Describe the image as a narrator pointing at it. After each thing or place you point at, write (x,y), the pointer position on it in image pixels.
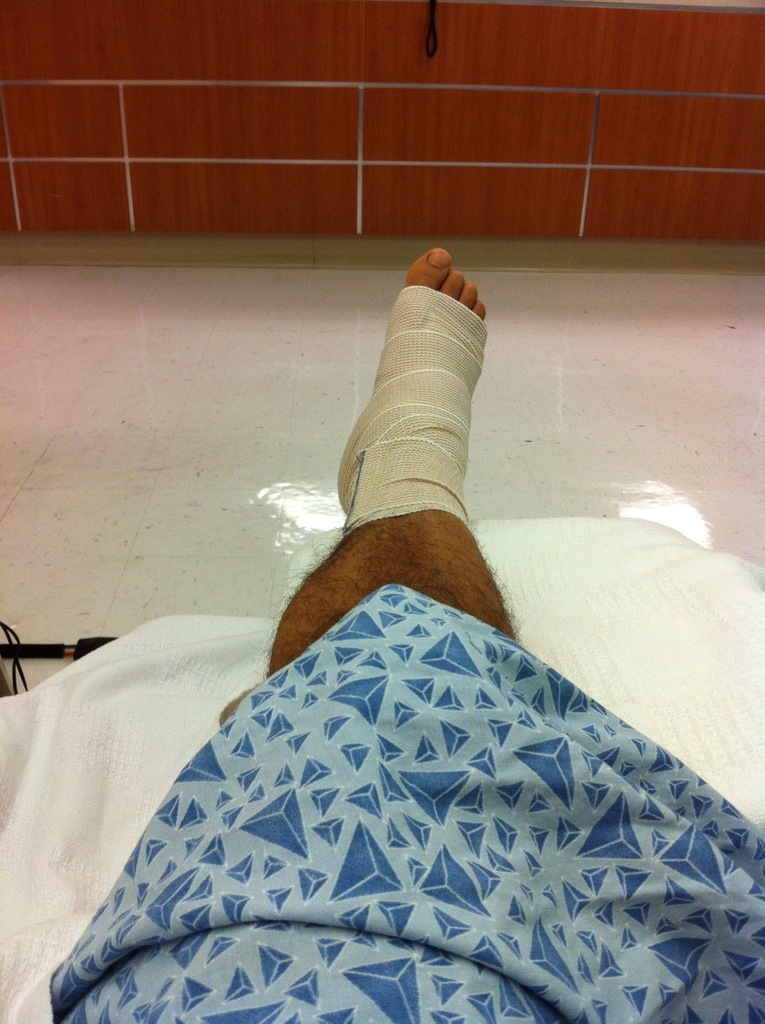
In this image we can see a person's leg (369,586) with bandage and there are clothes (352,843). On the left (15,691) there is an object (26,689). In the background (147,86) there is a wall (271,94) and we can see railings (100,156).
